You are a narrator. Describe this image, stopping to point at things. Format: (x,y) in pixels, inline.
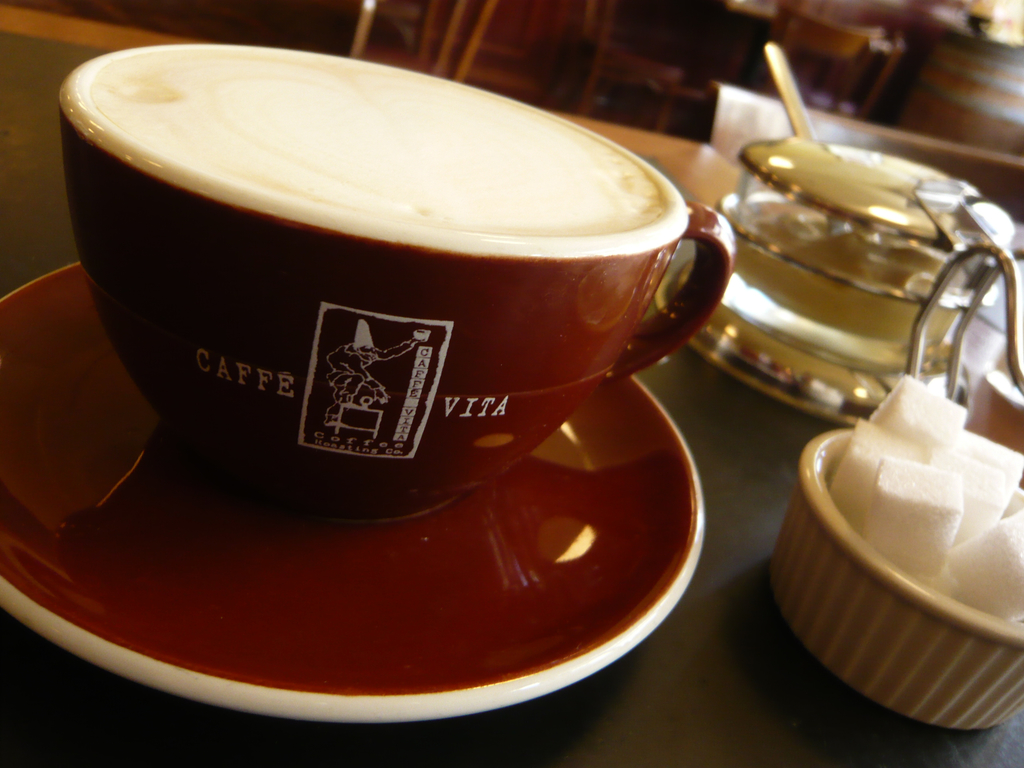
In this picture we can observe a cup (247,469) with some coffee (323,181) in it. There is a saucer (136,486) in which maroon color cup (234,344) is placed. The saucer (240,640) is placed on the brown color table (727,561). We can observe sugar cubes (864,498) on the right side (874,512). There is a chair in the background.
